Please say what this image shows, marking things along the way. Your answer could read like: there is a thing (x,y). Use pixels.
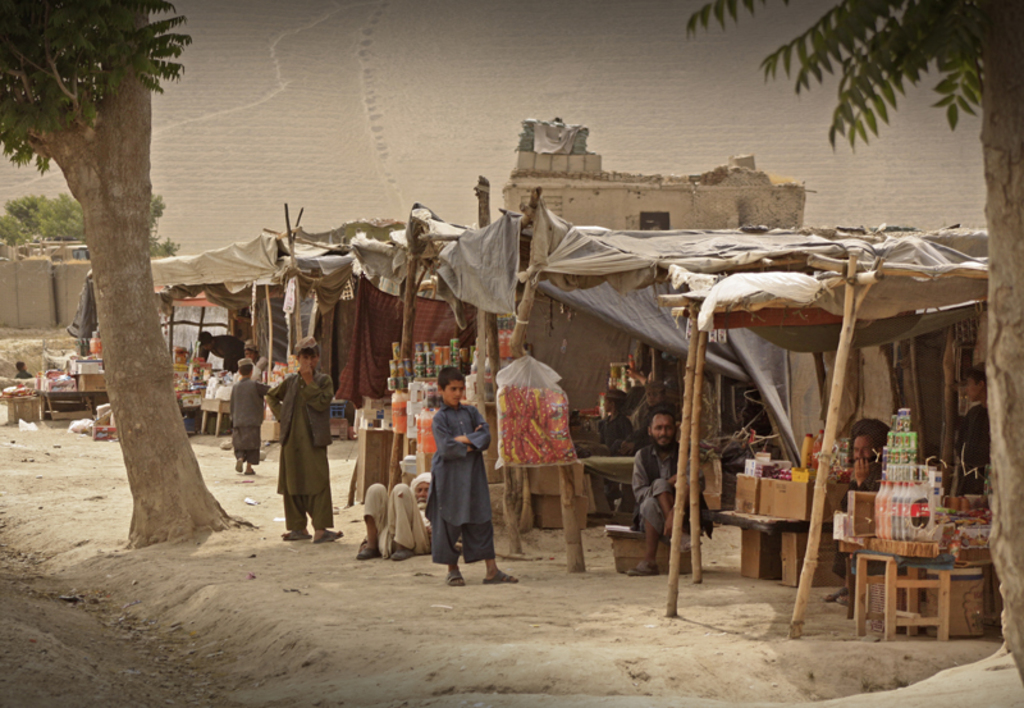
At the bottom of the picture (317,624), we see the sand (316,590). in this picture, we see two boys (456,522) are standing. Beside them, we see people (395,524) are sitting under the tents (501,294). We see the tables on which packets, boxes (763,502) and cool drink bottles (924,536) and some other objects (887,471) are placed under the tent (389,299). We even see the carton boxes (79,383) are placed on the table (69,395). These might be the stalls (749,384). On the right side (1017,447), we see a tree (1011,308). On the left side (67,69), we see a tree (135,377). There are trees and buildings (651,182) in the background (65,218). At the top (343,143), we see a sandy hill (378,105).
